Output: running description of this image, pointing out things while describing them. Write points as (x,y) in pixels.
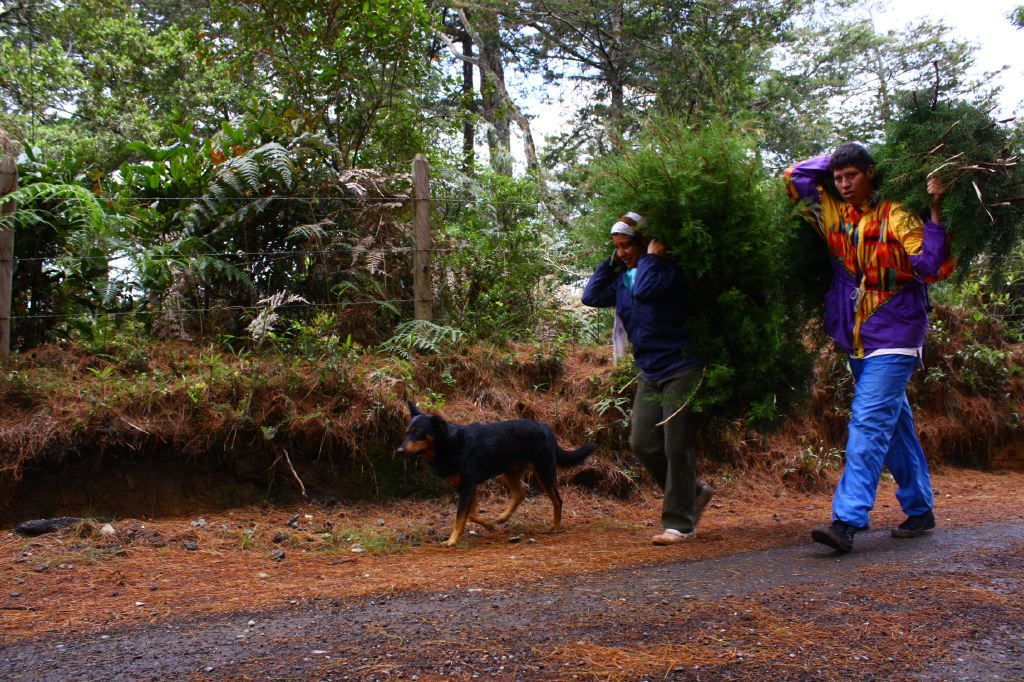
In this image we can see two persons (855,272) carrying branches (750,246) of trees (952,162) and a dog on the ground (751,435), there is a fence (427,276), wooden pole (426,234), few trees (772,78) and the sky (545,132) in the background (572,126).
